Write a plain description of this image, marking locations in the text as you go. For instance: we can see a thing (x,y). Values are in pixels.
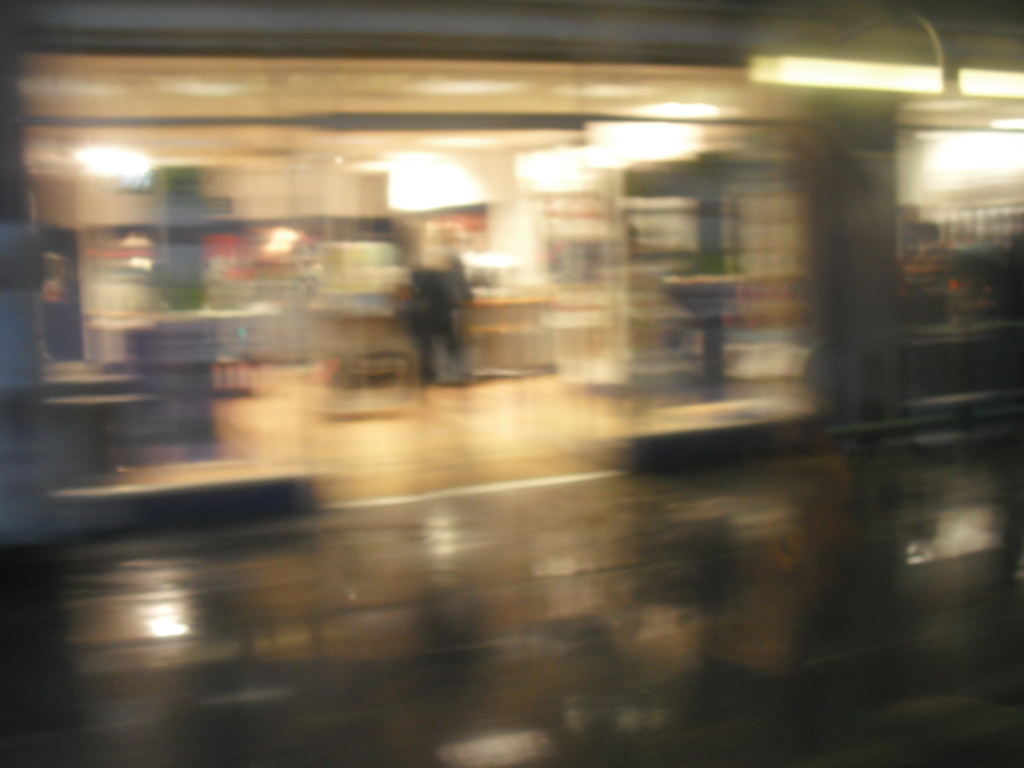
In this image I can see a light (1009,124) over here and I can see this image is blurry from background (716,334).
